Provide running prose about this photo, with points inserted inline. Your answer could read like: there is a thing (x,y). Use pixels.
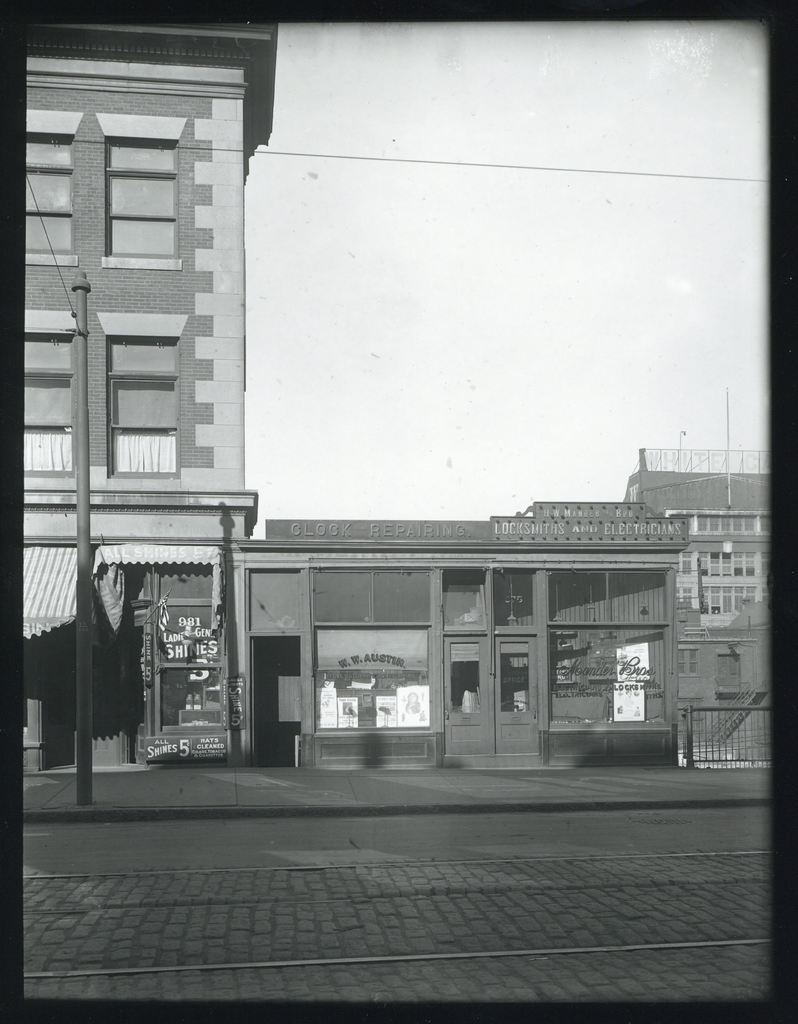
This is a black and white picture, there are buildings (177,538) in the back (500,662) with a road (332,851) in front of it and above its sky (521,278).
